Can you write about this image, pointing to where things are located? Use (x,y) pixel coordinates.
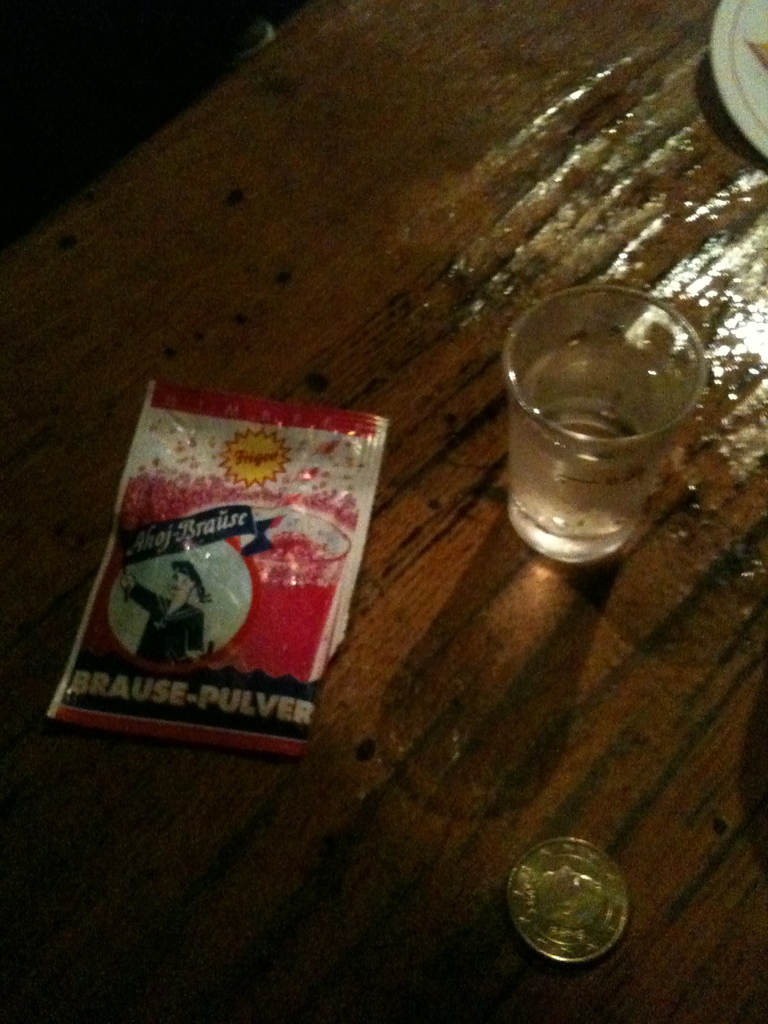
In this picture I can see a glass (540,545) and a plate (753,57) and I can see a cover (274,721) and a coin (578,924) on the table (355,288).
